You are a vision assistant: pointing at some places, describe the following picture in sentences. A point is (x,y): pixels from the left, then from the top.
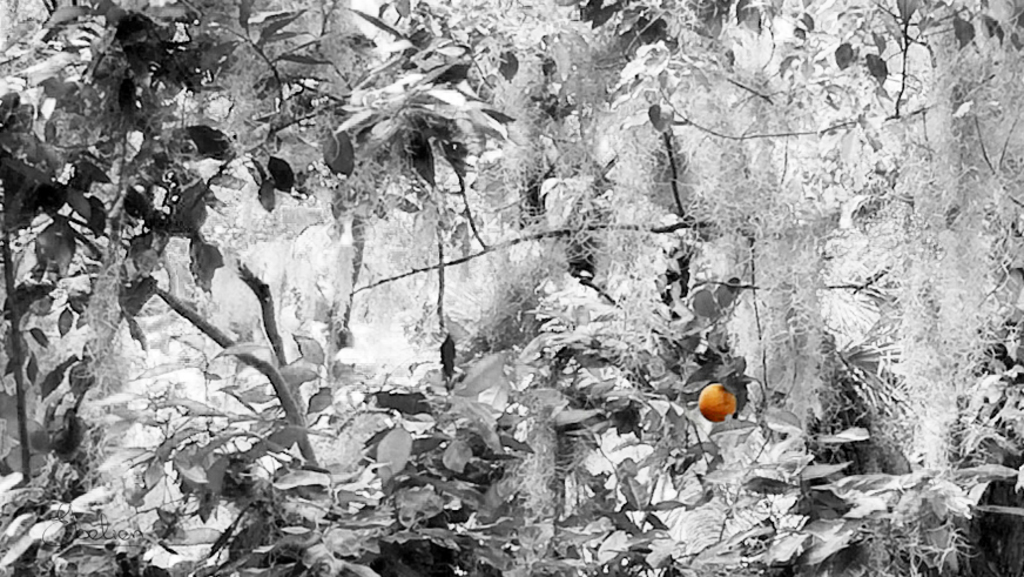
It is an edited image. In this image we can see the trees (659,433) and we can also see an orange color fruit (732,397).
